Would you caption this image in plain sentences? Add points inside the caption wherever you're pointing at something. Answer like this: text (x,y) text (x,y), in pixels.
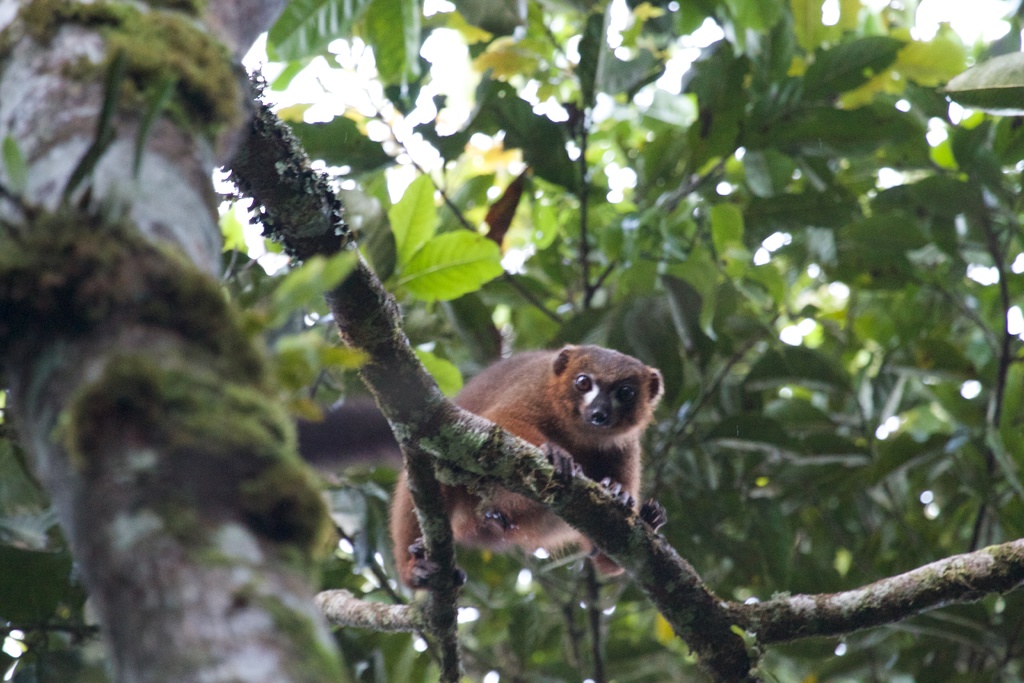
In this image we can see an animal (606,390) on the tree branch (742,653) and we can see some leaves (681,350) in the background (533,229).
